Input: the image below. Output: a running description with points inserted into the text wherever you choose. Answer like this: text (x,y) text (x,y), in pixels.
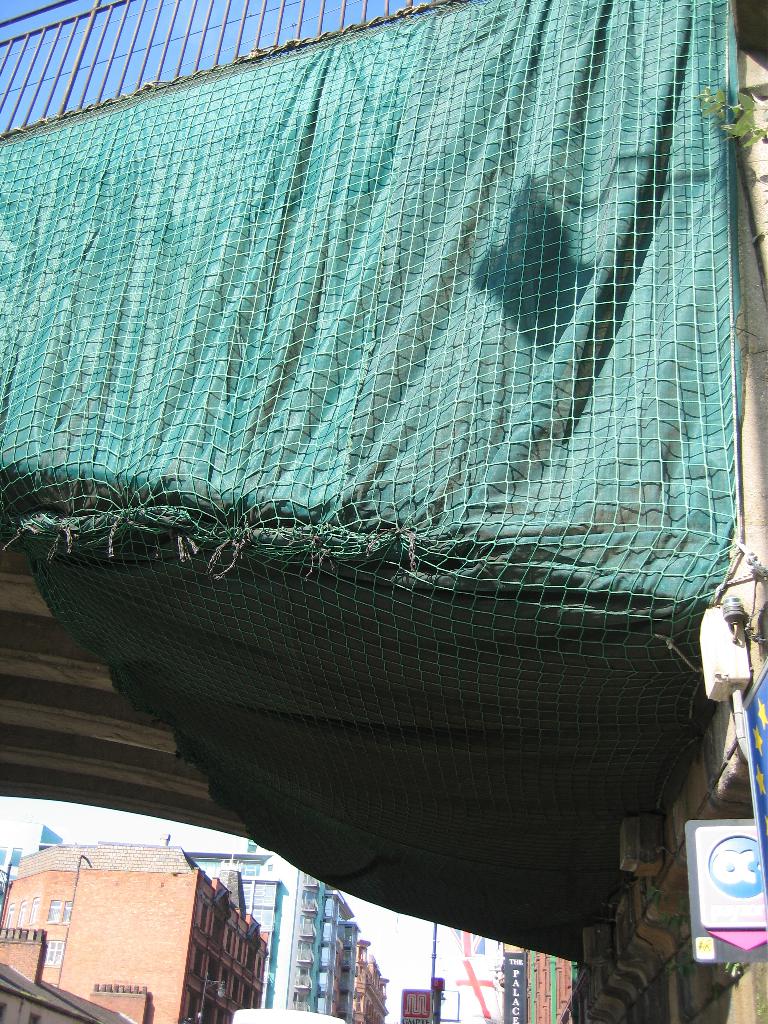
This is the picture of a place where we have some buildings (312,910), a fencing (85,49) to which there is a green cloth (396,419) and to the side there is a board (717,861).
